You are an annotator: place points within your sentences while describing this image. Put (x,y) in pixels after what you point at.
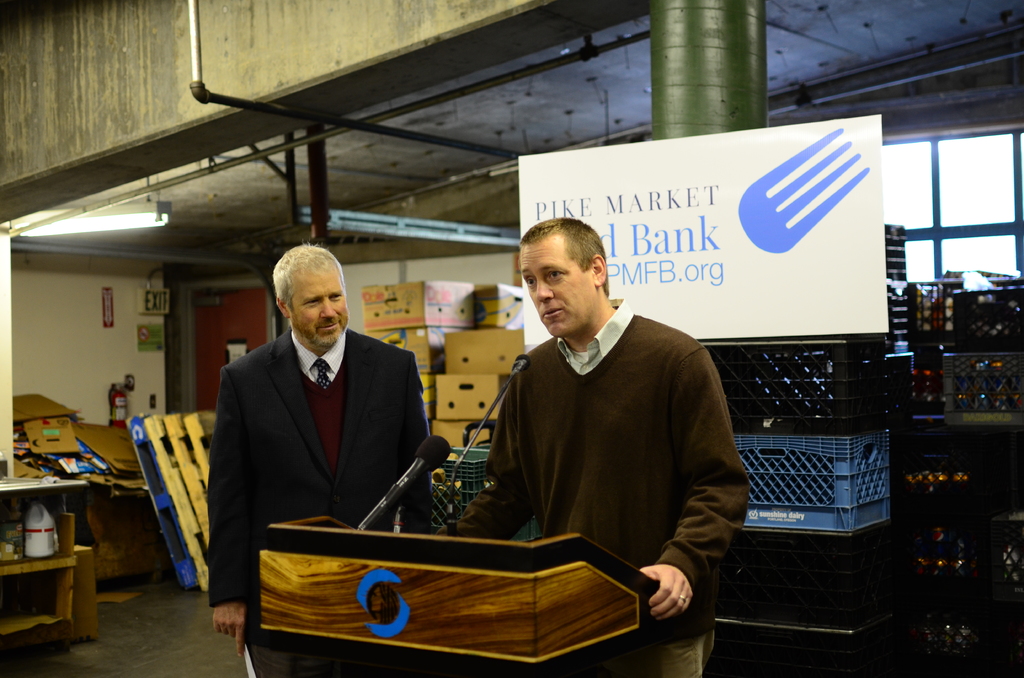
In this image we can see two persons (402,414) standing near the podium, there are mics (453,472) to the podium (529,549) and in the background (463,354) there are few plastic boxes (1020,348) and cardboard boxes (463,324), a board (712,219) with text (703,241), lights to the ceiling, an exit board (143,304), a fire extinguisher (119,394) and few other objects (187,457) in a room (106,493).
